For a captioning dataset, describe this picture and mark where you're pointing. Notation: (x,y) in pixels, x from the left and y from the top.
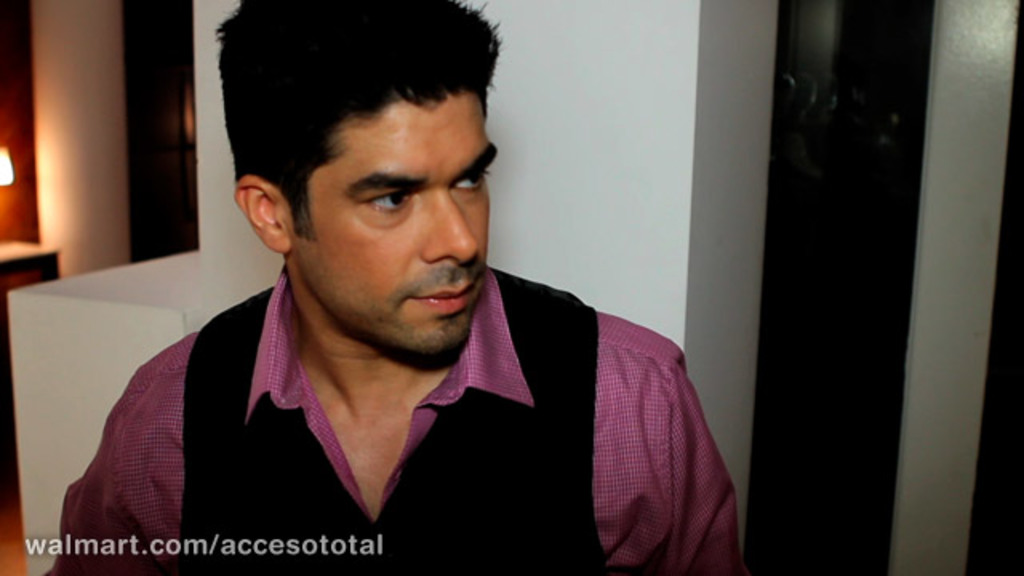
In the image there is a man (483,276) in purple shirt (633,523) and black vest (534,416) standing in front of the wall (226,234) with a light (6,168) on the left side (14,172).
